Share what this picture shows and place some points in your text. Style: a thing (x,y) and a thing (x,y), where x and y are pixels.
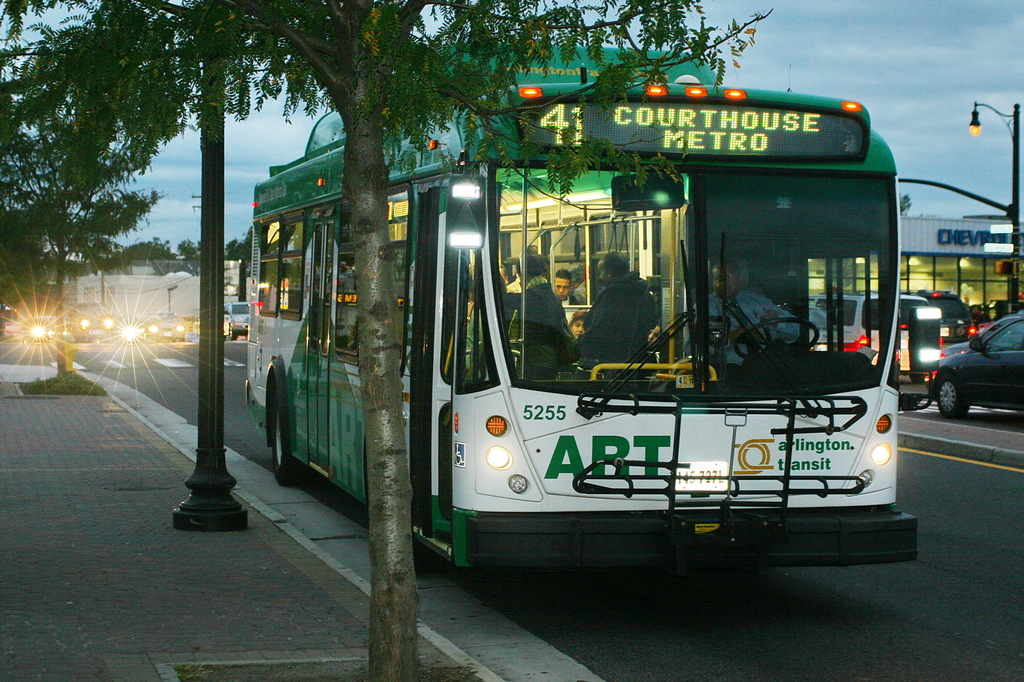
In this picture we can see a bus (736,430) in the front (741,425), there are some people (545,314) in the bus (658,381), on the left side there are trees (57,235) and a pole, in the background (977,320) there are some trees (44,236), vehicles (1013,328) and a building (983,242), on the right side (1015,248) there is a pole (1016,170) and a light (973,121), we can see the sky (837,21) at the top of the picture (774,29).
